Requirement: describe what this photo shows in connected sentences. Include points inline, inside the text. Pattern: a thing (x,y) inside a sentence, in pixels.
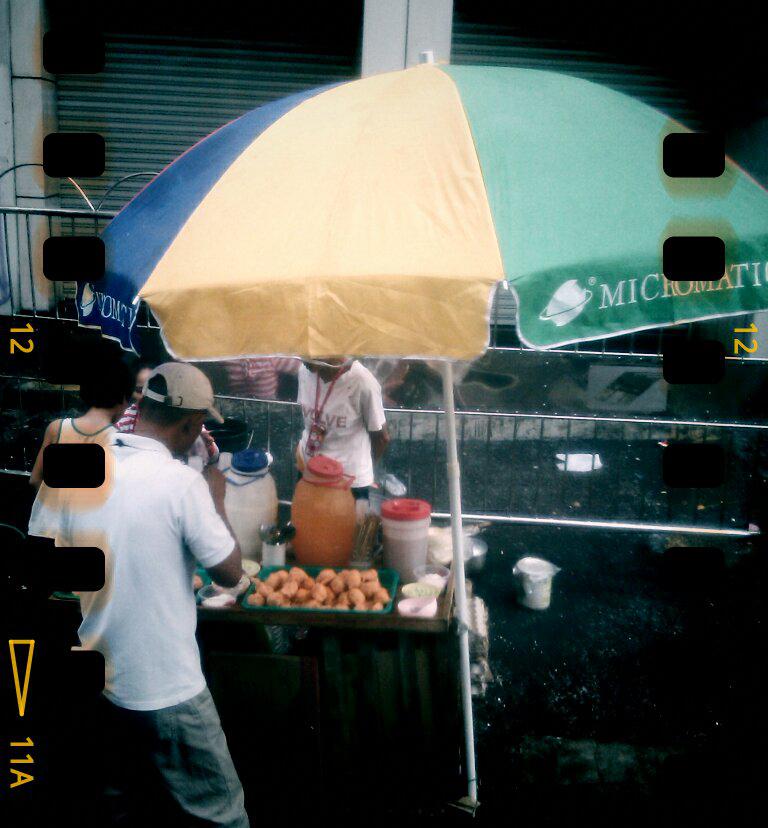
In this image we can see few people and there is an umbrella (524,191) and under the umbrella (386,131) we can see a table (306,637) with some objects (308,585). We can see a building (745,151) in the background (447,42) with two shutters (174,108).
